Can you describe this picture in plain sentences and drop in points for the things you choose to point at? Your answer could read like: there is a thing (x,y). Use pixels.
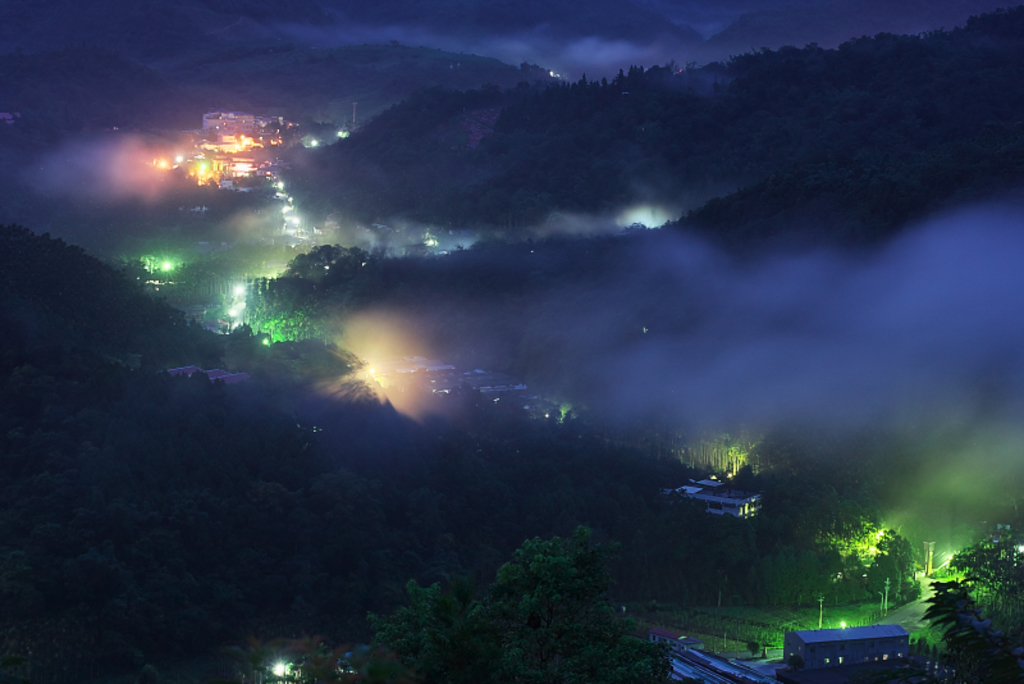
In this image we can see a group of trees (314,423), some buildings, poles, lights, the hills (783,226) and the sky (599,55) which looks cloudy.
